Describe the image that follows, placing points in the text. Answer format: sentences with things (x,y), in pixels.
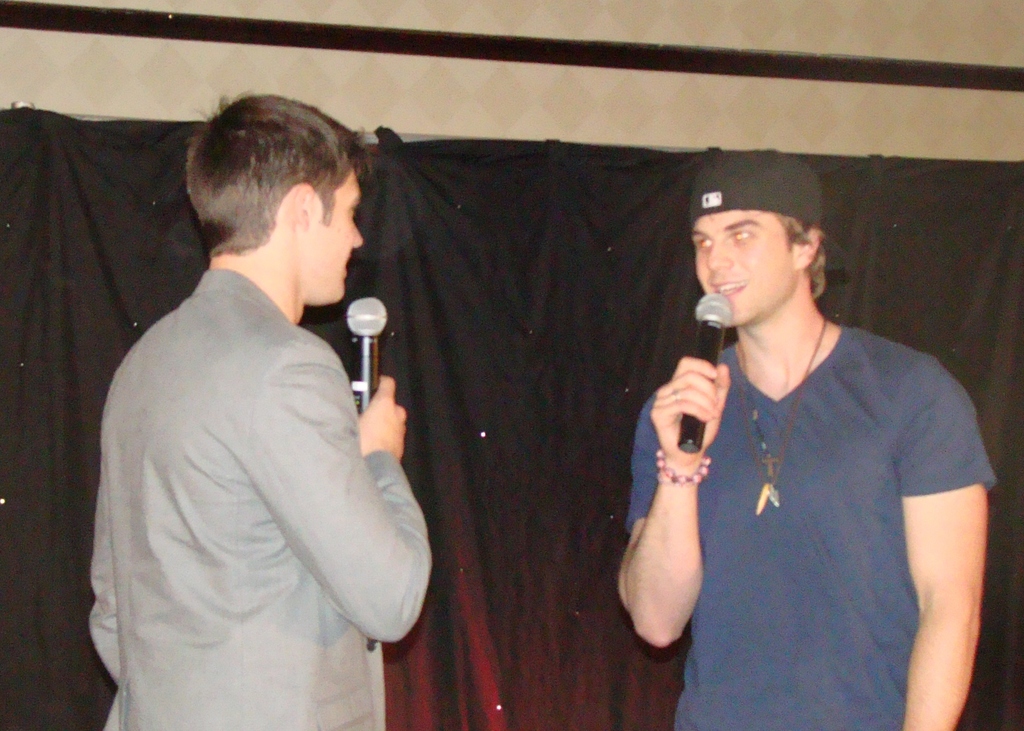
In the picture we can find two men (660,401) are standing and talking in the microphone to each other. In the background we can find a curtain (613,416) on the wall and one man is wearing a T-shirt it is in blue in color with cap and one man (176,376) is wearing a shirt (294,351).
